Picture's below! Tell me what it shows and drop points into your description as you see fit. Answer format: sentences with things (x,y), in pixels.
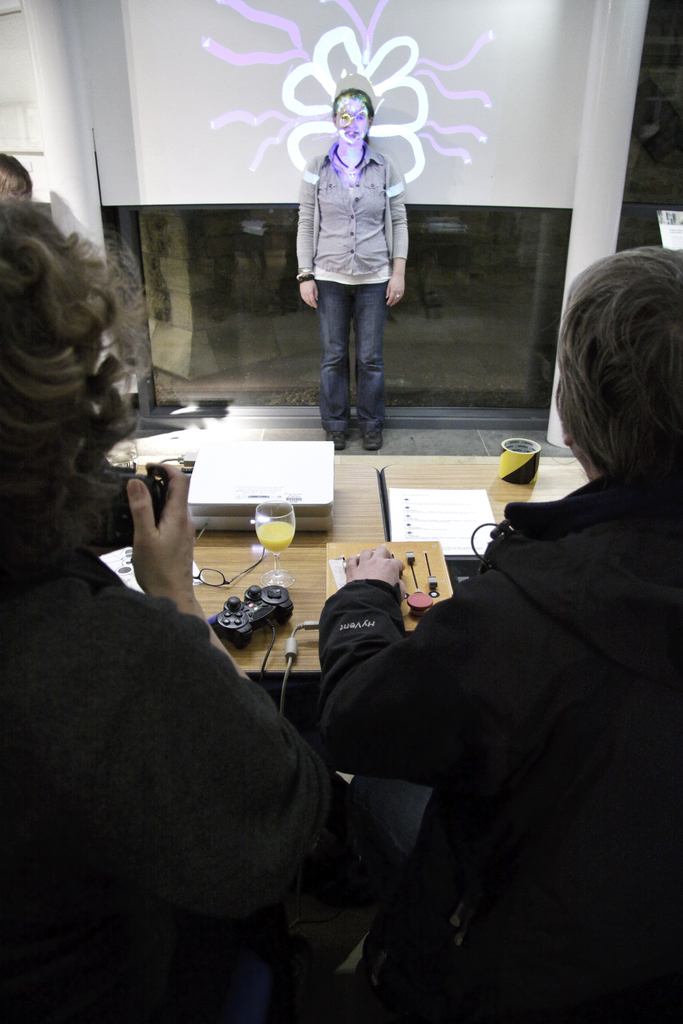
In this image there is a woman (382,240) standing at the wall (483,261). In front of her there is a table (345,512). On the table (356,501) there are papers (443,506), a projector (271,485) and a glass (274,532). In the foreground (552,627) there are two people (96,662) sitting. The person (154,527) to the left (142,500) is holding a camera (116,501) in the hand (145,515).
